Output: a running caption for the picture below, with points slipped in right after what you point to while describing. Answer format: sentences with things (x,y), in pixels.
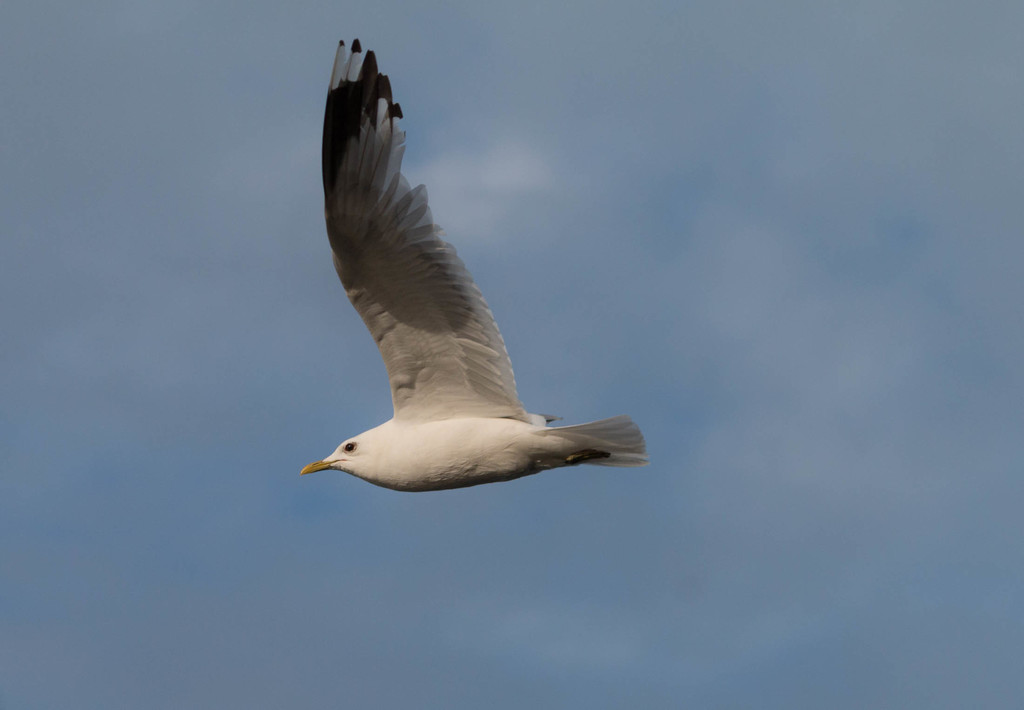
In this picture we can see a white bird (404,455) flying in the sky (511,299). Sky (643,644) is blue in color.
